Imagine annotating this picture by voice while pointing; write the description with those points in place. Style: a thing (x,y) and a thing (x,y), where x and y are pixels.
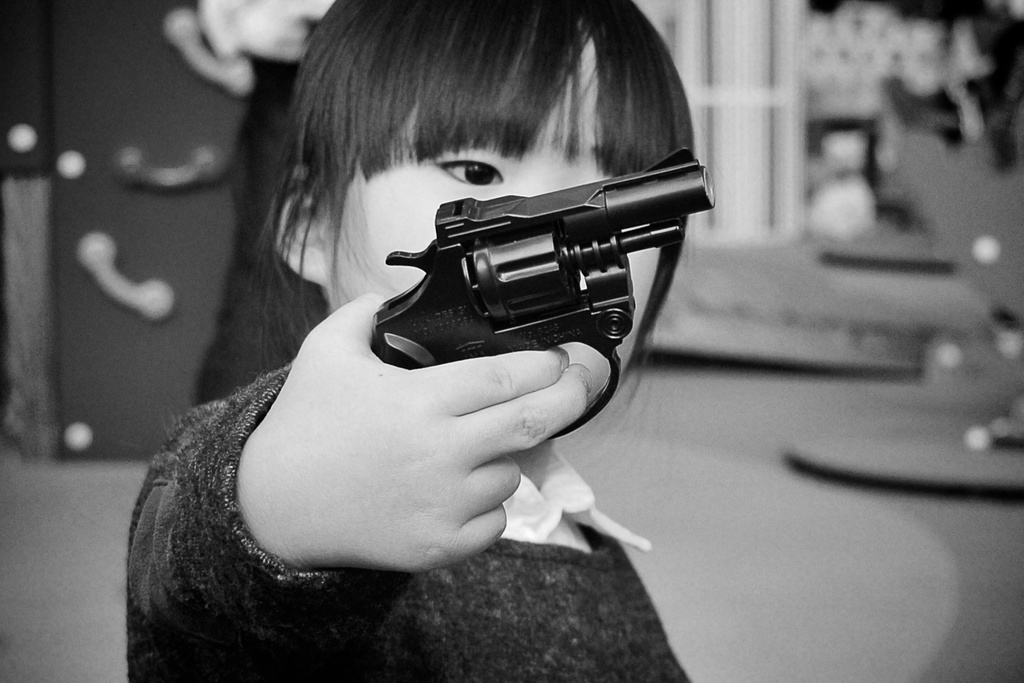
This is a black and white image, I can see a kid (367,304) standing and holding a handgun (472,334). The background (71,125) looks slightly blurred.
